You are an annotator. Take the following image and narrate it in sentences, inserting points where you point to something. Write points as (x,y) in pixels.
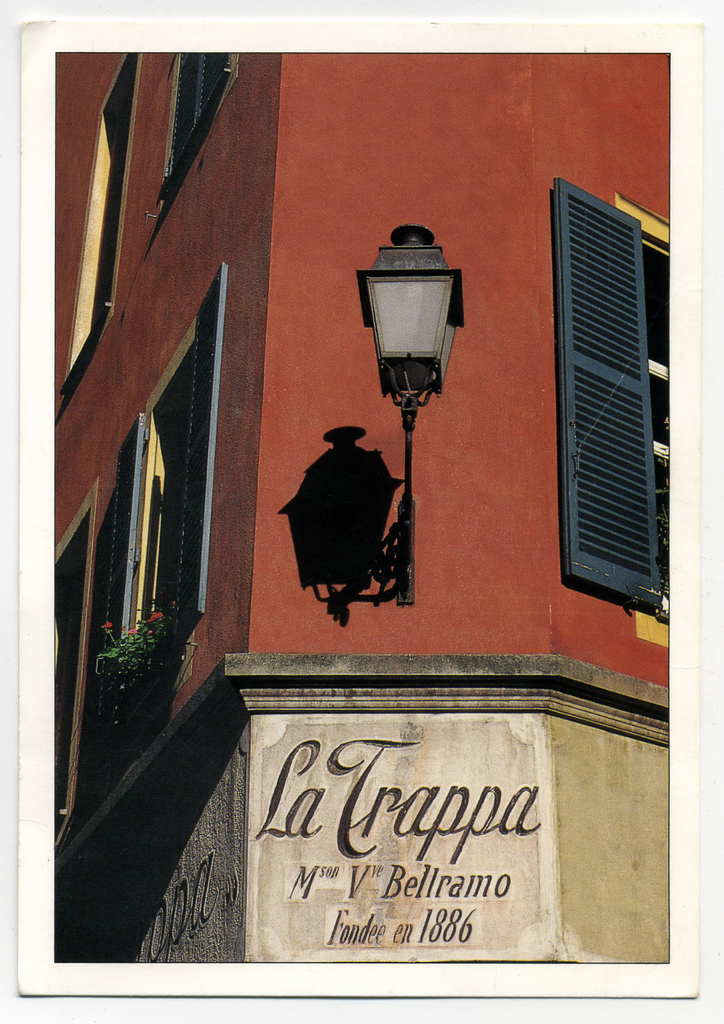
In the center of the image (245,531) there is a building (209,340) with windows (211,312). There is a light (411,454). At the bottom of the image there is some text (455,841) on the wall (235,864).
